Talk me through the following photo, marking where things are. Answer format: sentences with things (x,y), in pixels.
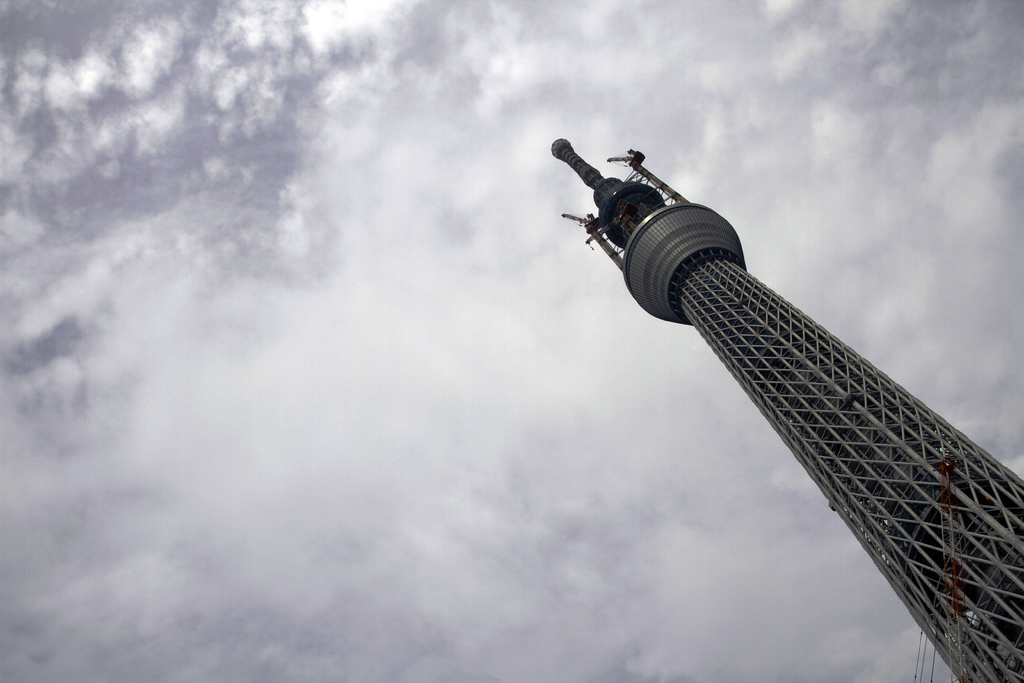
In this picture we can see a tower (894,529) and in the background (527,398) we can see sky (293,387) with clouds (281,331).
